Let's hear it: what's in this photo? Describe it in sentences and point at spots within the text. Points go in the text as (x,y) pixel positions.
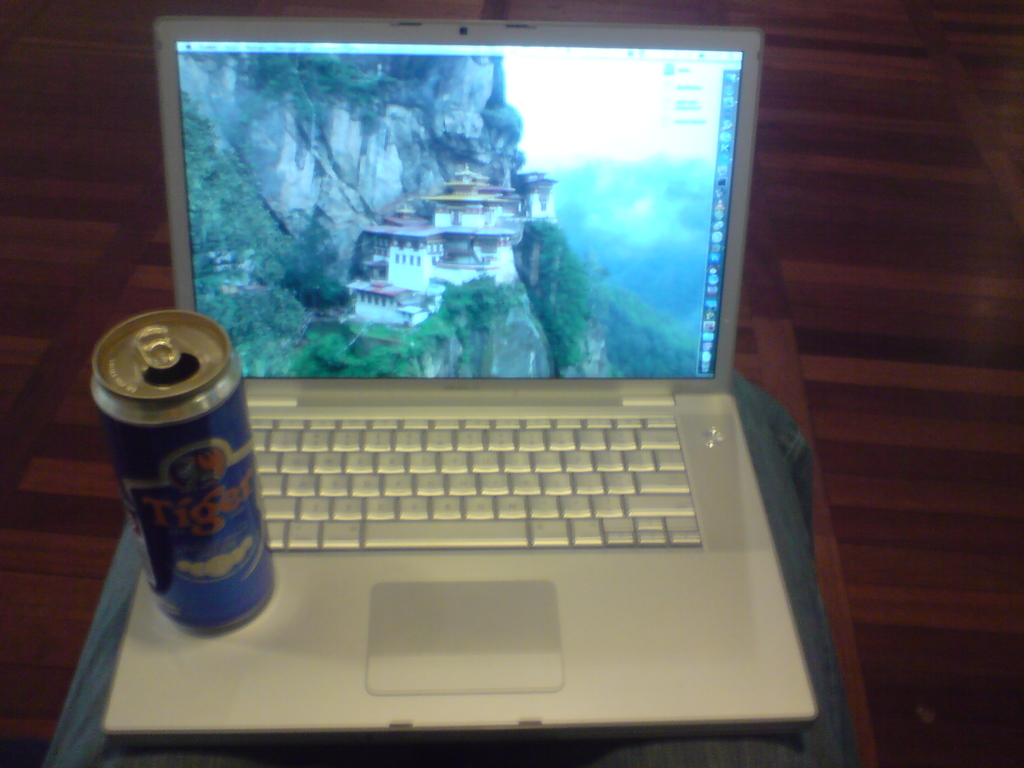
In this image I can see a laptop (551,331) and a can (147,393).
